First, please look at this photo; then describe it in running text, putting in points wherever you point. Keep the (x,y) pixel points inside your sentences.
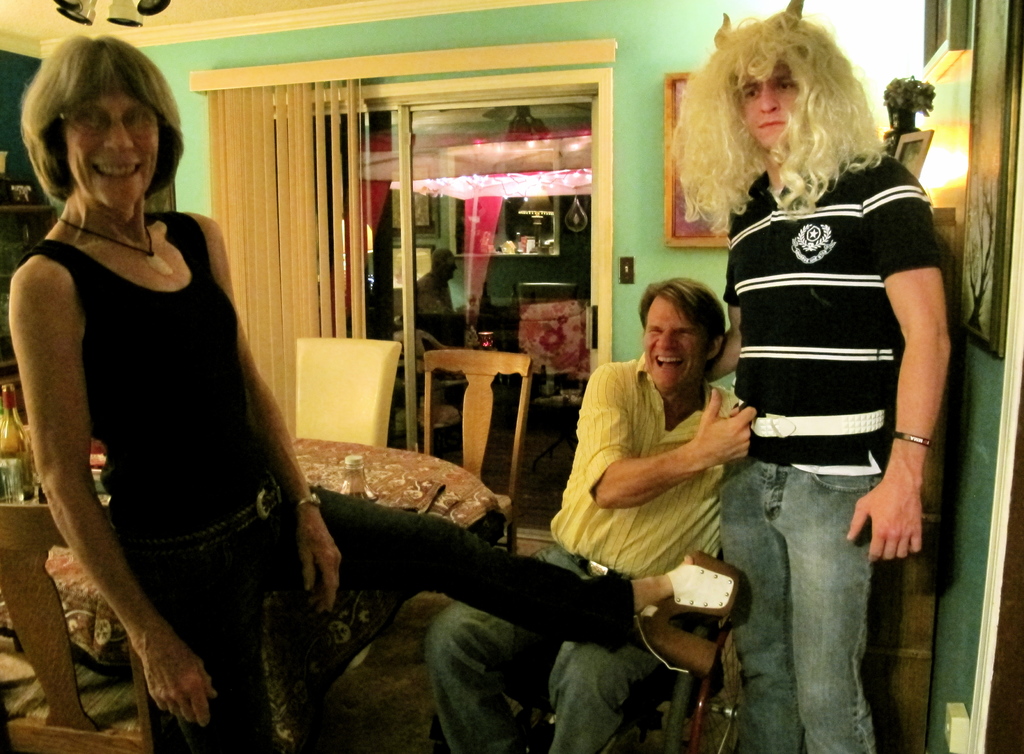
In this image I can see three people (124,421). Two (369,536) are standing and one person (591,478) is sitting. To the side of them there is a table (431,486) and the chairs (479,448). On the table (424,469) there is a bottle (360,496). In the back (388,211) there is a room (484,223). Inside the room (469,260) there is a person (434,283) sitting. And there is a frame (695,213) to the wall (691,264).
